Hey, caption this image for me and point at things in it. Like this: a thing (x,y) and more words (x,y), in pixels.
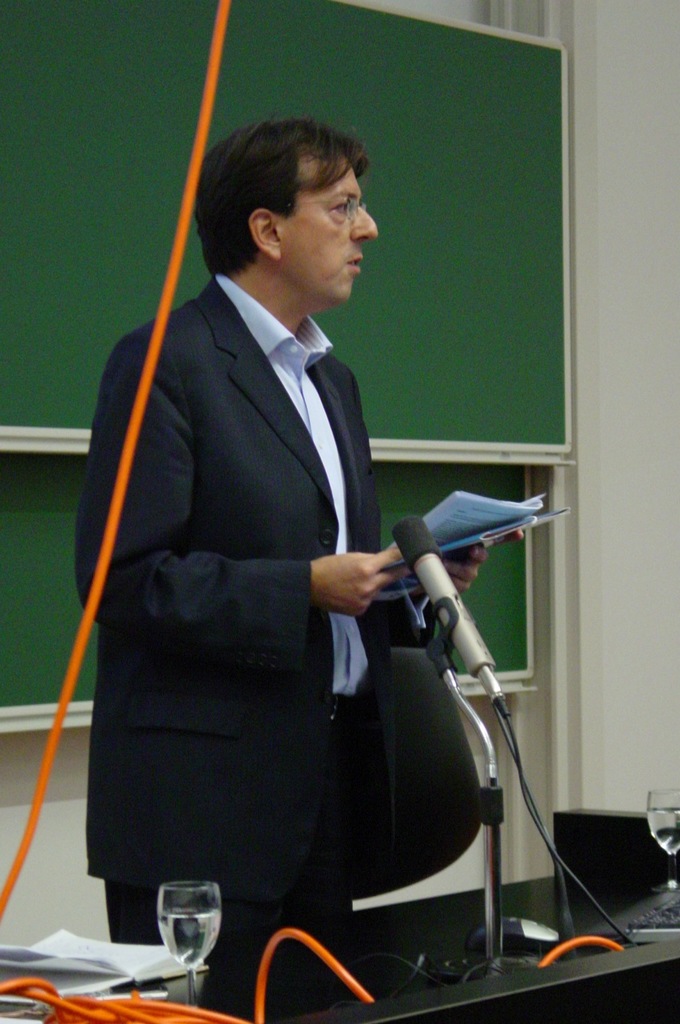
In this picture, we see a man (293,418) in the blue shirt (293,354) and the blue blazer (282,403) is standing. He is wearing the spectacles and he is holding a book (461,529) and the paper (432,530) in his hand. In front of him, we see a black table (429,929) on which a microphone (425,553), book (81,959), cables (261,978) and glasses (205,942) containing the water (195,957) are placed. On the right side (634,354), we see a white wall (629,600). In the background (70,788), we see a wall (13,747) and the boards (68,341) in green color.
